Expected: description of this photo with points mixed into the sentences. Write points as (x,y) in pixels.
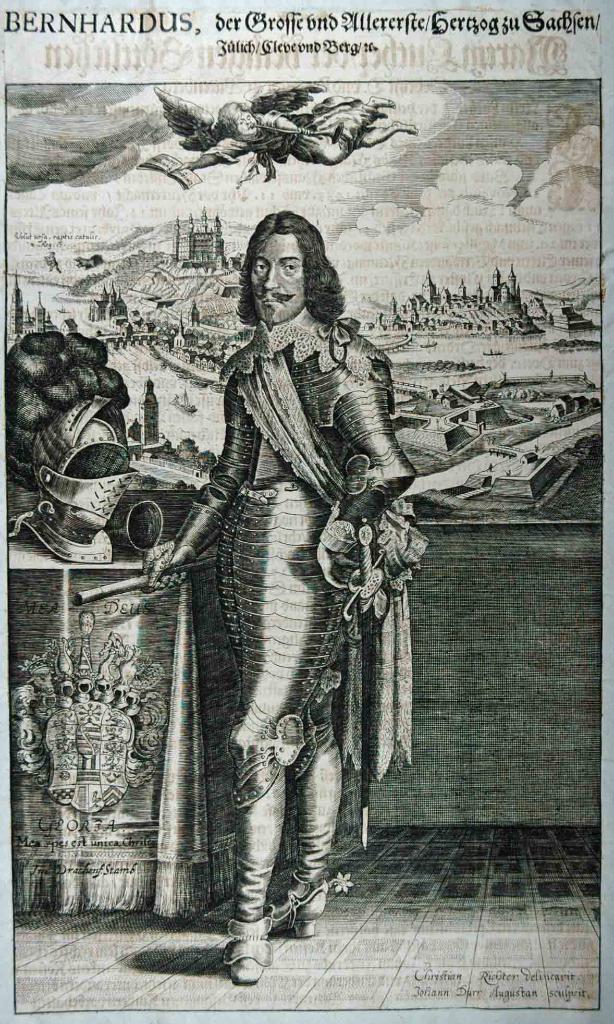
This picture is black and white image. In the center of the image (310,501) a man (325,458) is standing and holding an object (135,580) in his hand (168,577). In the background of the image (420,787) we can see board (137,601), wall (530,670) are there. At the top of the image (413,52) some text (413,25) is there. At the bottom of the image (467,924) there is a floor (486,864).
